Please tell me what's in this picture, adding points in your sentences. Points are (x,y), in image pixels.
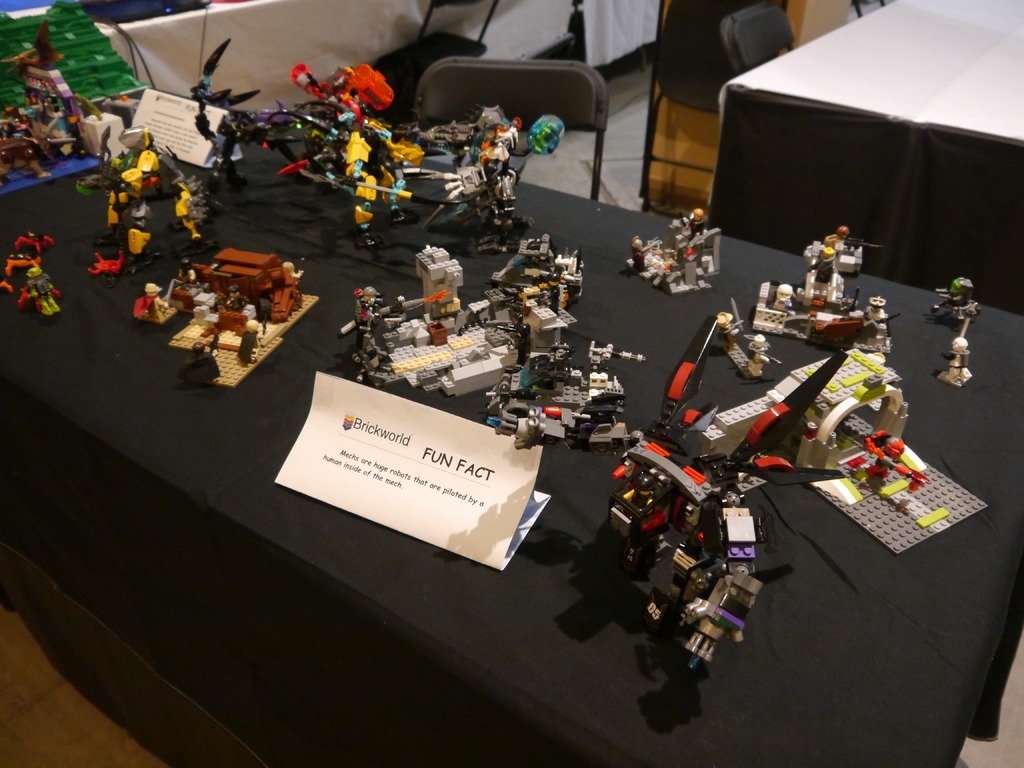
In this picture we can see few toys (491,397), boards (343,399) and other things (35,241) on the table (291,235), beside to the table (337,245) we can see few chairs (466,71).
